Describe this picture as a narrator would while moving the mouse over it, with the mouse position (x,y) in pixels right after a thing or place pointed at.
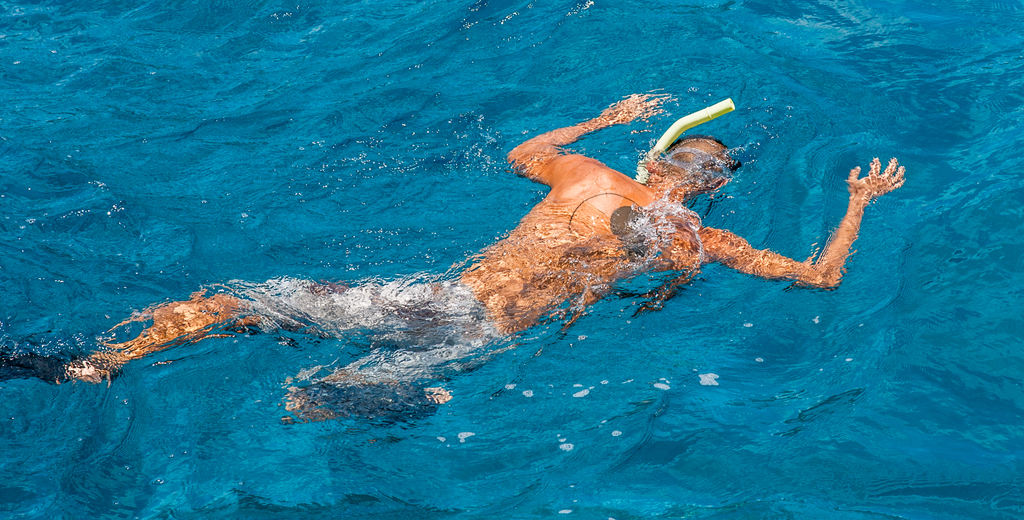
In this picture I can see a human (422,291) in the water (474,360).
